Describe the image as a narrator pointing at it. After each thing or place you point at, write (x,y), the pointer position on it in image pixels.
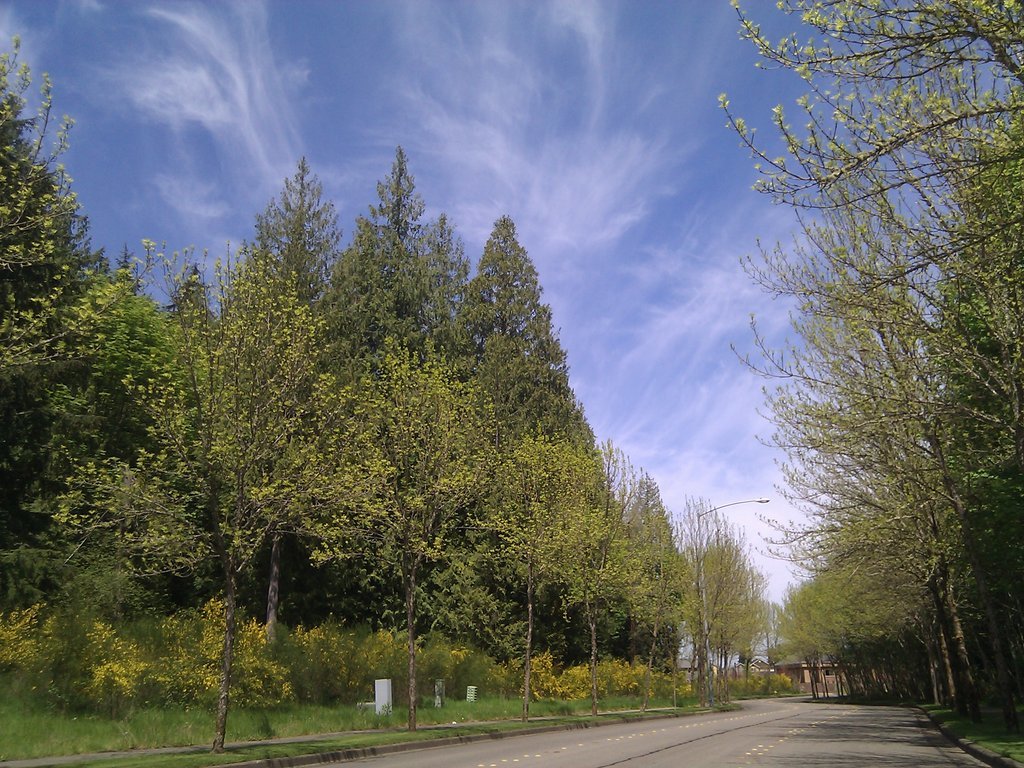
In this image, we can see trees (349,487) and at the bottom (644,762), there is road (711,741).
